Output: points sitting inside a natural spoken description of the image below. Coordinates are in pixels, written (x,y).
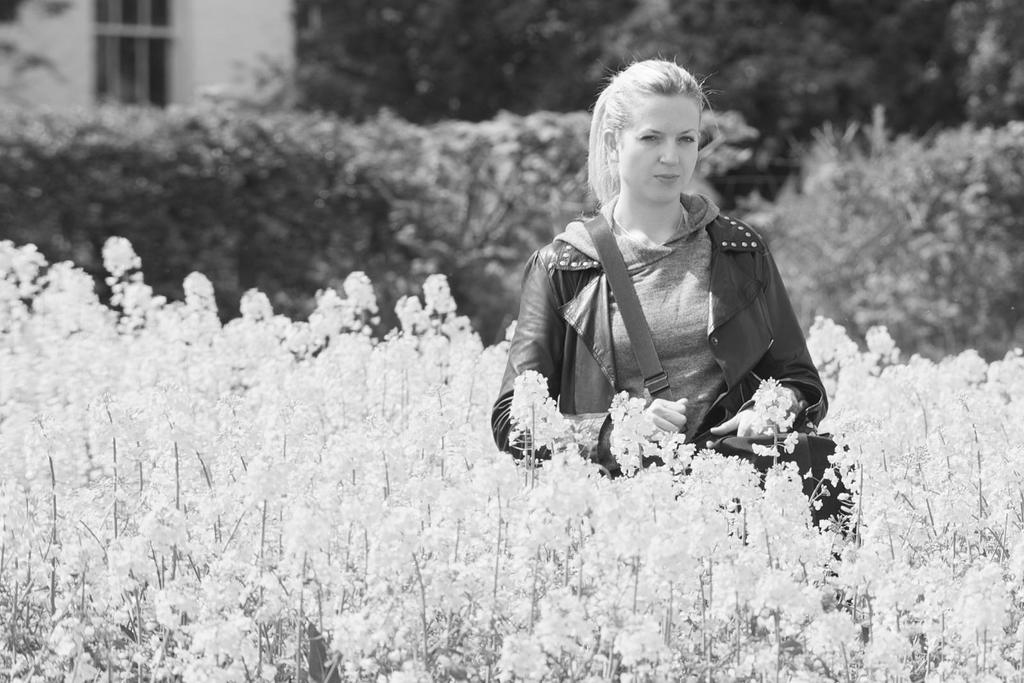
In this image I can see a woman (697,316) is standing. I can see she is wearing jacket (754,323) and here I can see number of flowers (676,452). In the background (34,183) I can see number of trees (611,42), a building (178,75) and I can see this image is black and white in colour.
